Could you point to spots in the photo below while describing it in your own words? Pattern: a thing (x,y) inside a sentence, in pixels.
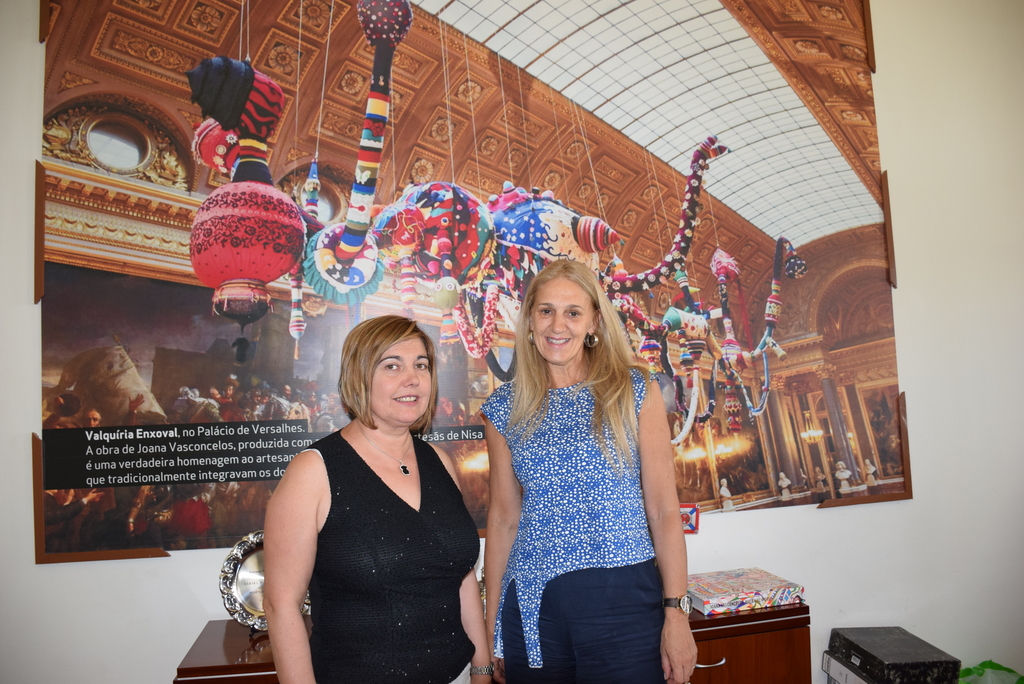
In this image there are two women (513,604) standing, behind them there is a table (215,683), on that table (742,616) there are objects (242,606), in the background (936,302) there is a wall (1,435), to that wall (36,123) there is a frame (715,4), on that frame (48,474) there is some text (219,476), in the bottom right (868,683) there is a box (867,651).
